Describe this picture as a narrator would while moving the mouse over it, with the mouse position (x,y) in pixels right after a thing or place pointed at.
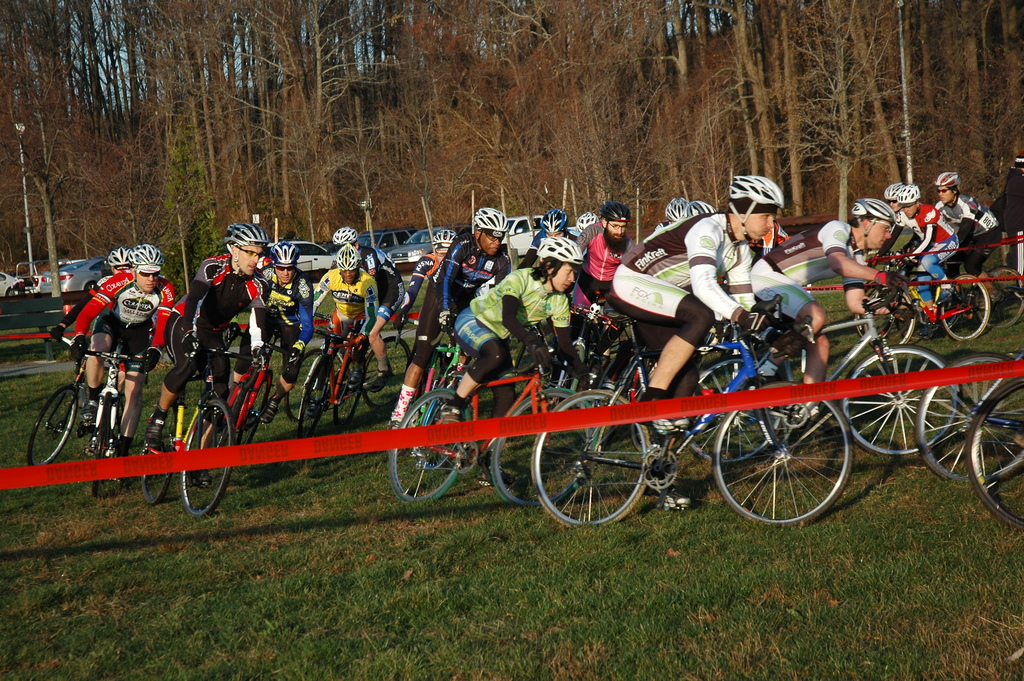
In the image we can see there are people (401,279) sitting on the bicycle (1014,439) and they are wearing helmet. There is ground (552,534) covered with grass (566,537) and there are cars (312,245) parked on the road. Behind there are trees (453,160).
